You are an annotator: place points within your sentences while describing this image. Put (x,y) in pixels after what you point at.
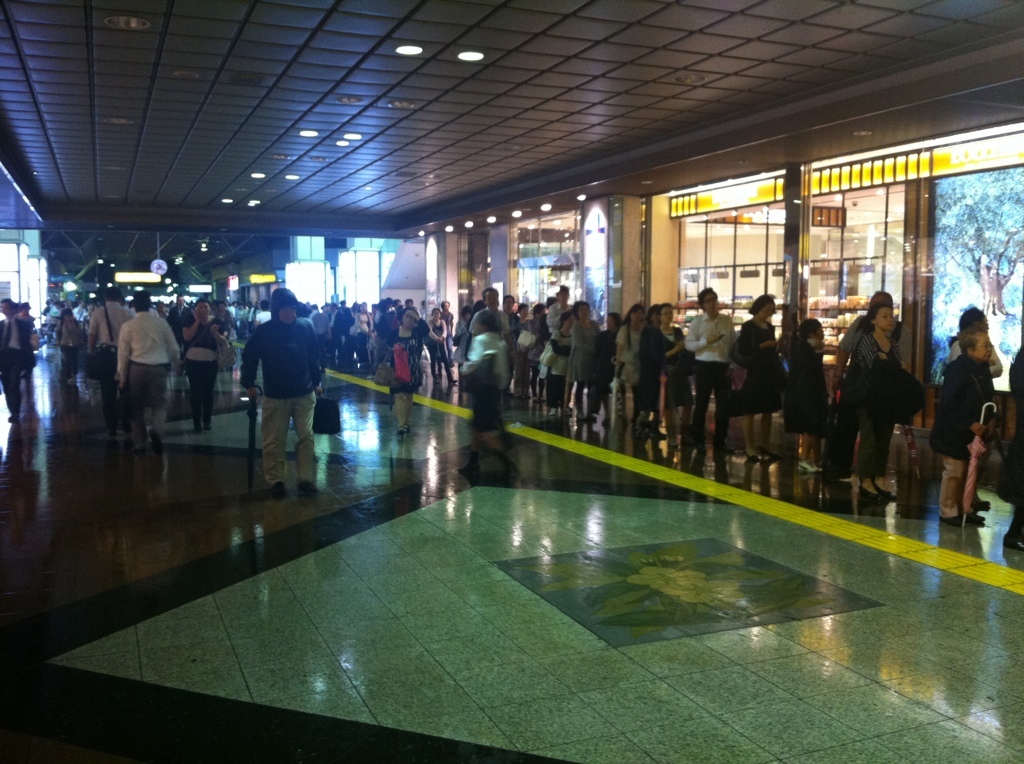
At the top (210,113) we can see the ceiling (484,108) and the lights (346,100). In this picture we can see the boards (1023,228), people (975,329) are standing in the queue (562,368). On the left side of the picture (293,307) we can see the people (10,333) walking on the floor (450,567). We can see the objects (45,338) in this picture.
